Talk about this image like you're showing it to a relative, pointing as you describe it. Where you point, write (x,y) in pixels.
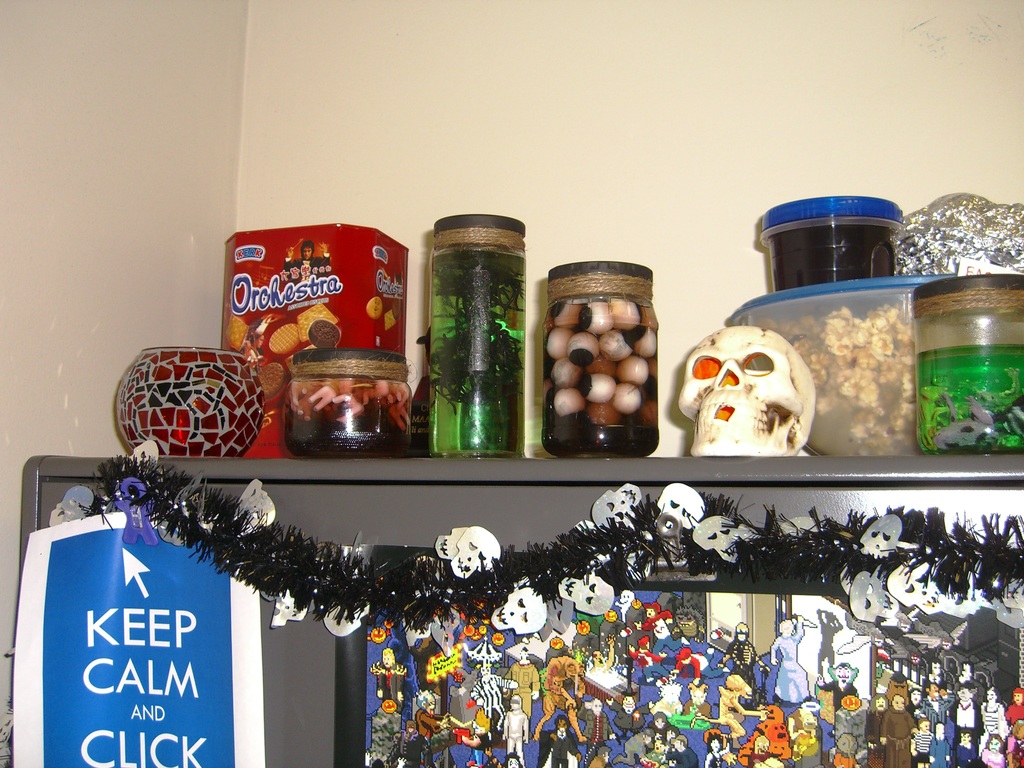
At the bottom of the picture (345,696), we see a cupboard (277,727) on which posters (538,655) and decorative items (224,552) are placed. On top of the cupboard (659,527), we see glass jars (584,278), plastic boxes (822,382), toy skull (690,385) and red color box (379,276) are placed. Behind that, we see a wall (401,125) in white color. This picture is clicked inside the room (554,189).
